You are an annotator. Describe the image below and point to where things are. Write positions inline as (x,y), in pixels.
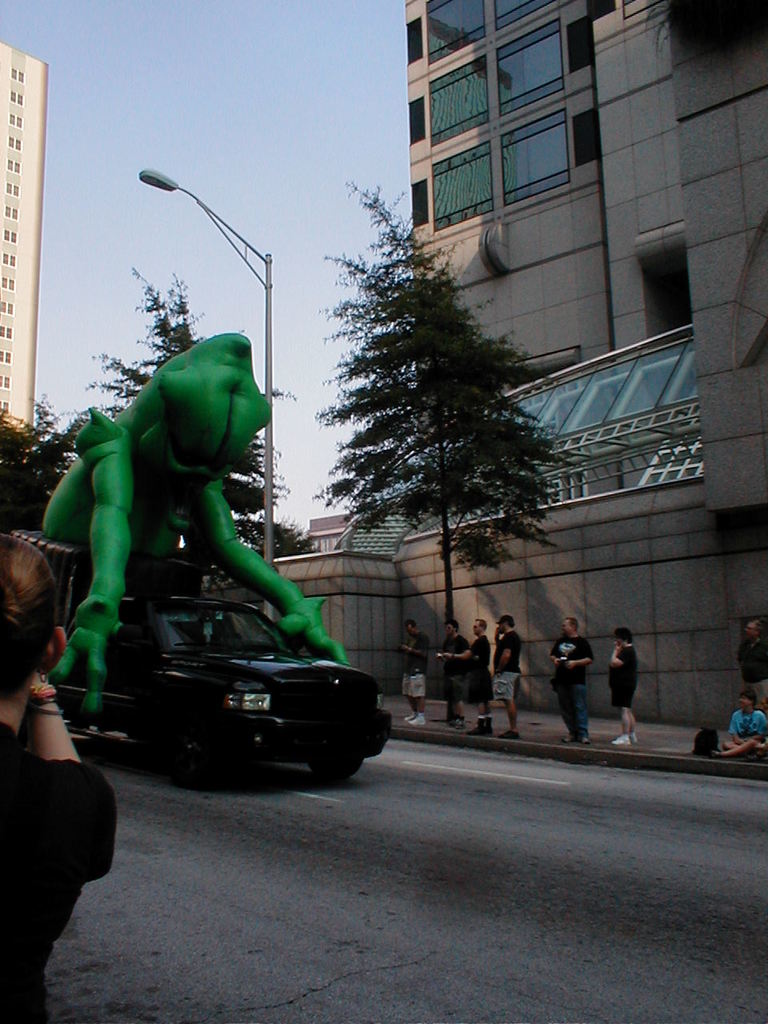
In this picture there is a green color statue (204,409) which is placed on the black color car (185,715). On the right (616,683) I can see some people (516,639) who are standing near to the road (421,773). In the back (527,537) I can see the trees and buildings (544,265). Beside the car (263,625) there is a street light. At the top (294,32) I can see the sky (291,69). In the bottom left (41,753) there is a woman (12,590) who is wearing black dress (26,794).
